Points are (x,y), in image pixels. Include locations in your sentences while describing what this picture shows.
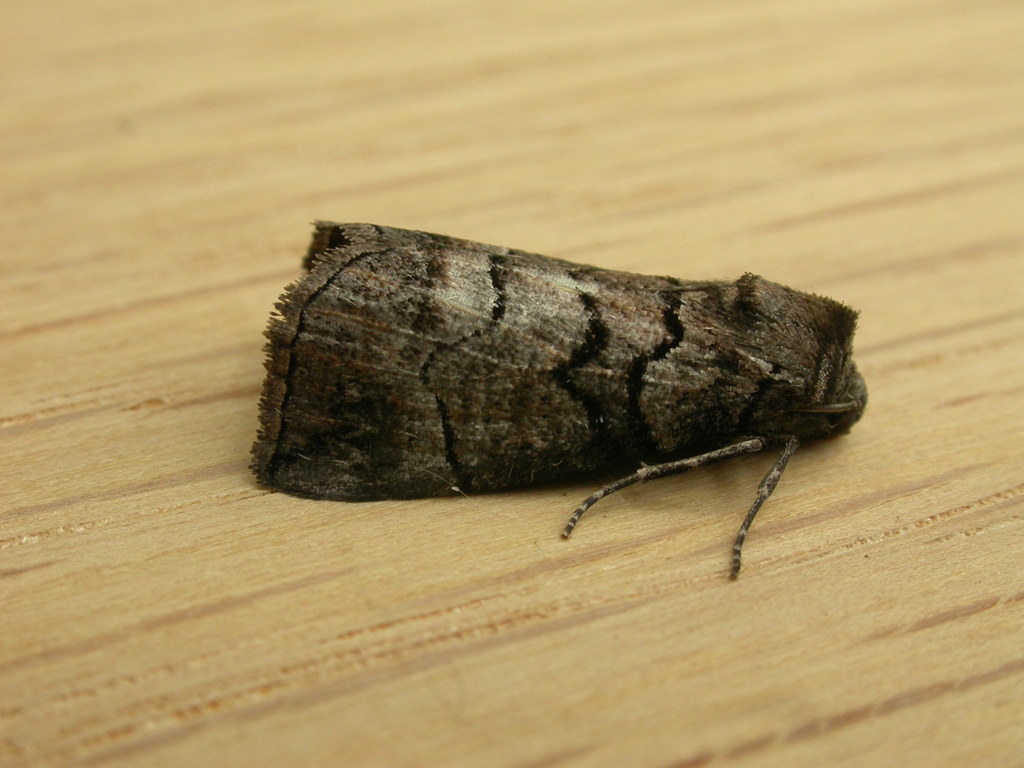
In the center of the image (492,395) there is a moth (524,376) on the table (452,557).
